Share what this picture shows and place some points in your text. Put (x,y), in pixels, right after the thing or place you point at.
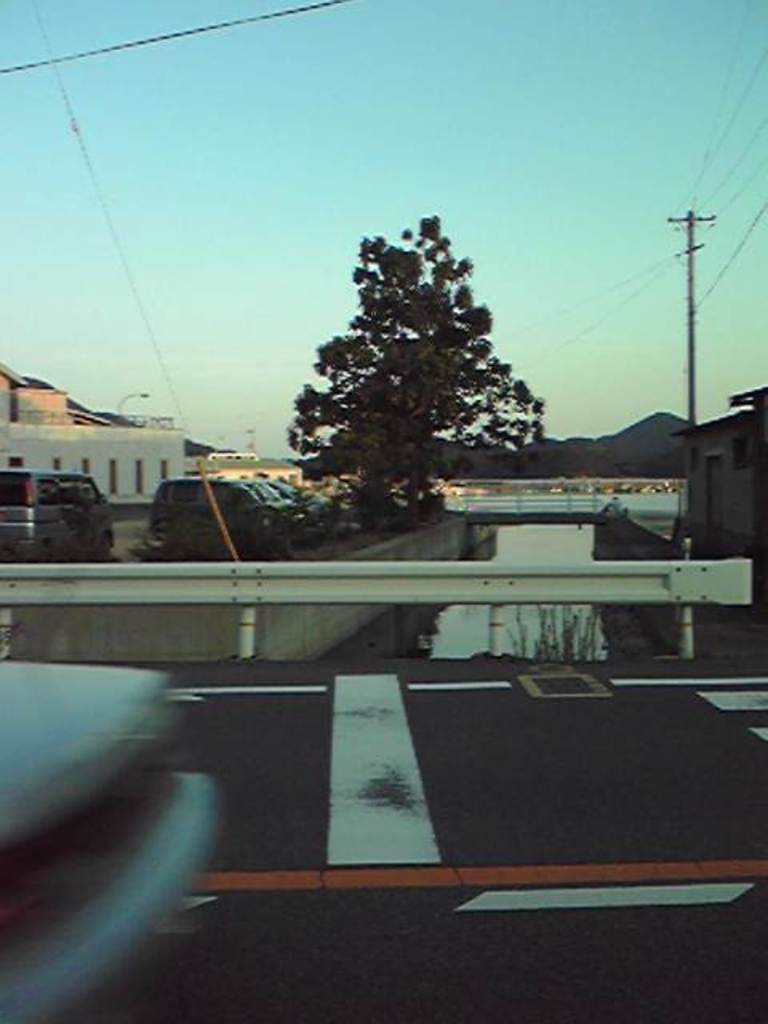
At the bottom (76,767) there is a vehicle (186,861) on the road (369,943). On the other side of the road (303,729) there is a railing (321,601). In the background (557,554) there is a lake (537,548) and also there is a bridge (516,519). On the left side (102,535) there are some vehicles (200,504), buildings (118,457) and a tree (449,338). At the top of the image (388,79) I can see the sky (629,54). On the right side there is a pole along with wires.
